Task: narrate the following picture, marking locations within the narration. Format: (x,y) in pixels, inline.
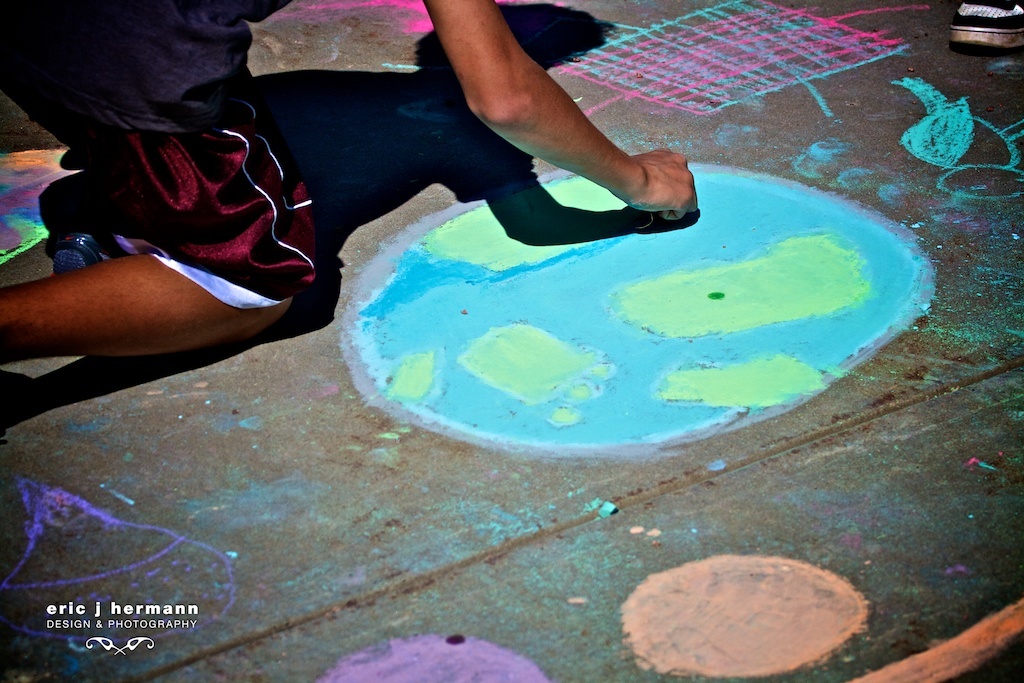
In this image, I can see a person (170,192) sitting on his knee (217,310) and painting on the road (750,426). At the bottom left corner of the image (150,631), I can see the watermark (135,638).
